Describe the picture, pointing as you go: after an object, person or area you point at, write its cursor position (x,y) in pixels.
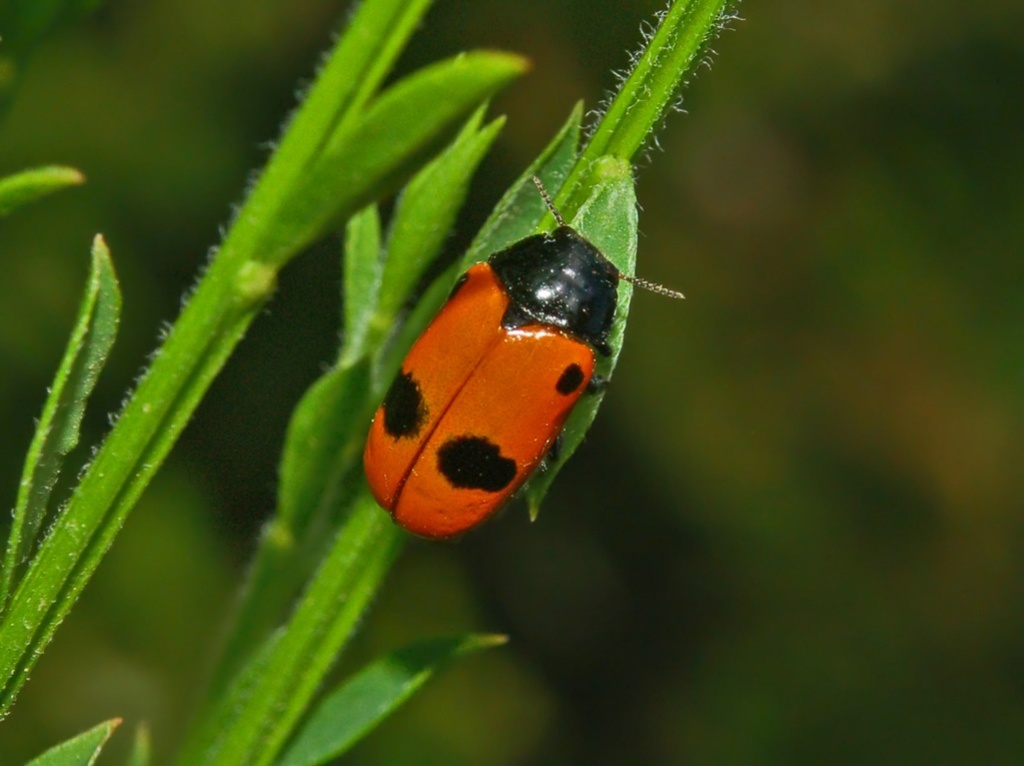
In this picture we can see leaves (304,533) on the left side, there is a bug (443,398) on the leaf (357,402), we can see a blurry background (726,422).
